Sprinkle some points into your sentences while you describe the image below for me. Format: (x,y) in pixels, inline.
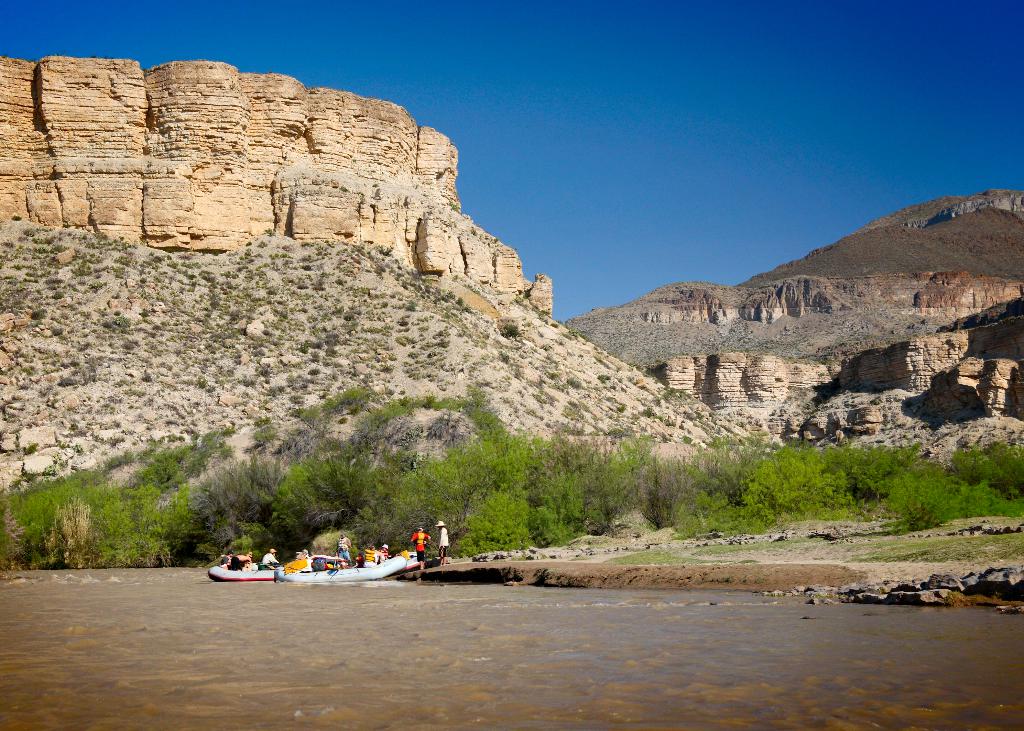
In this picture I can see there is a mountain (448,370) here and there are trees (321,547) and there are some people (337,551) here in the boats (247,575) and the sky (681,178) is clear.
